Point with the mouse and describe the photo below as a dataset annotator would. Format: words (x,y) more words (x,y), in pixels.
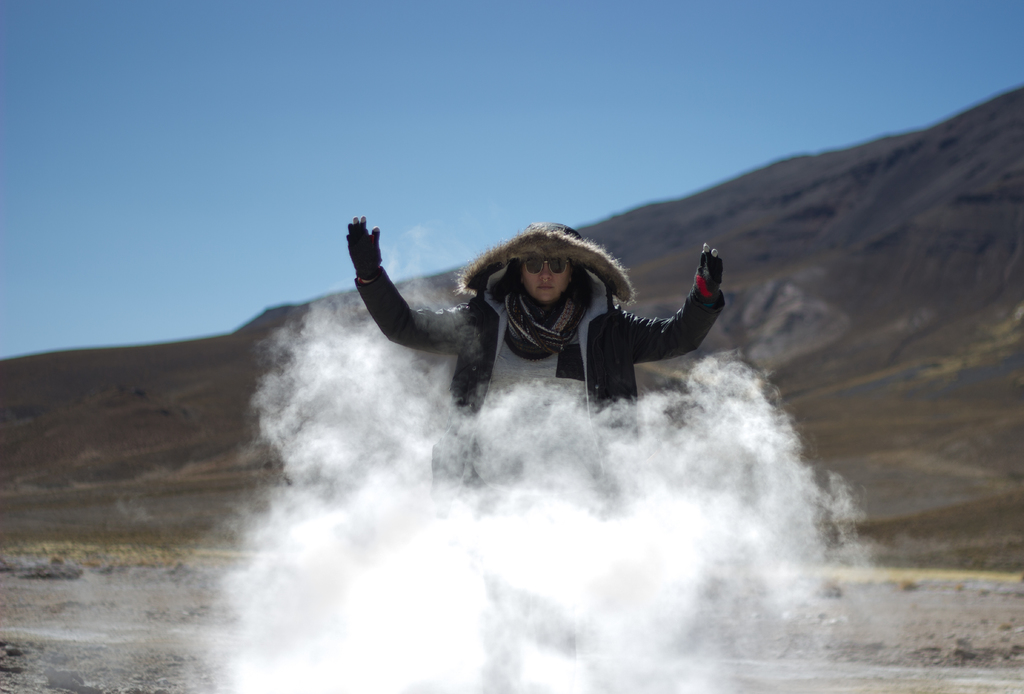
In this picture there is a woman (719,296) in the center of the image (526,340) and there is smoke (522,563) in front of her.
